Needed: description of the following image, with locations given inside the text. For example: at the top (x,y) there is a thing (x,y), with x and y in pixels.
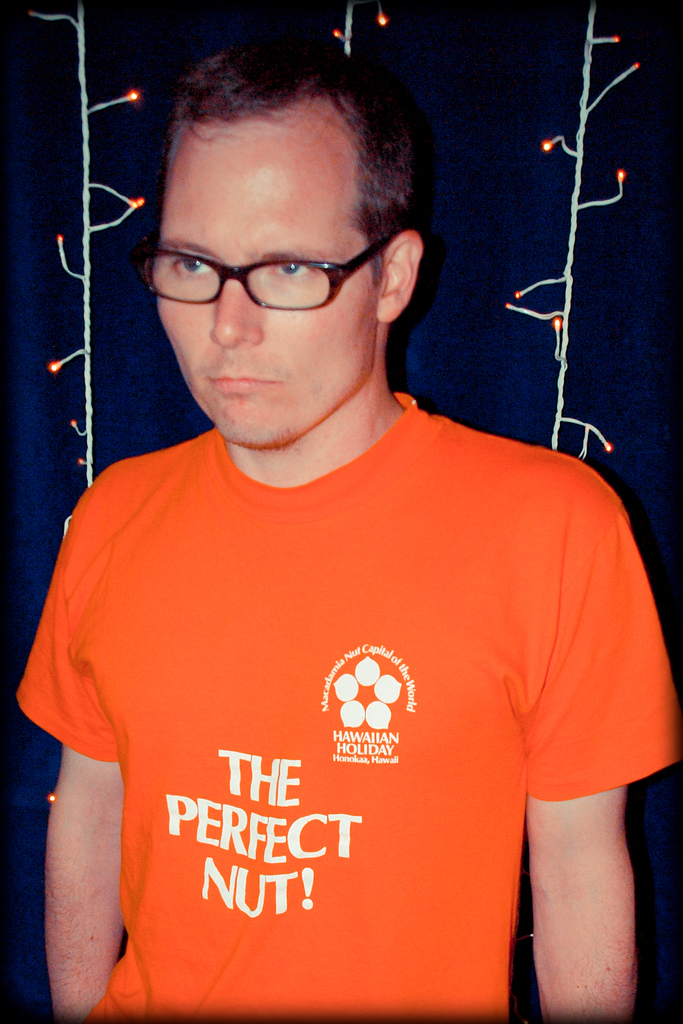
In this image we can see a person (209,128) wearing glasses (267,270), behind the person (287,369) there is decorative lights (81,71).
